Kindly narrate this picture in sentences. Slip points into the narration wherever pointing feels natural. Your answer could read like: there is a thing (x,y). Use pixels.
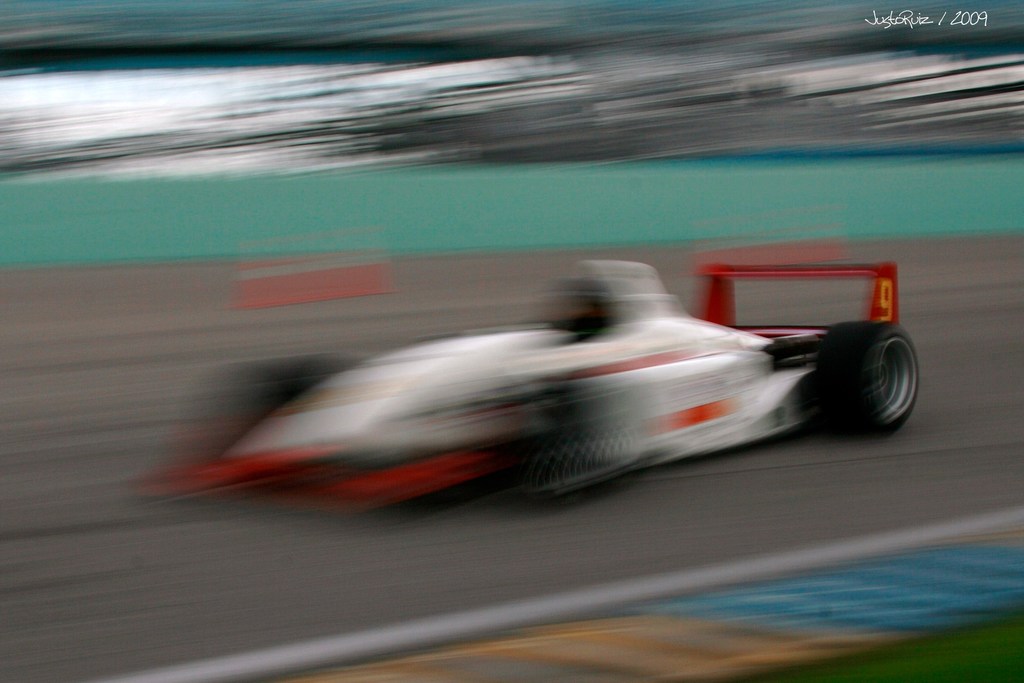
In this image we can see a car (440,403), road (310,563) and a blurry background (542,94).
